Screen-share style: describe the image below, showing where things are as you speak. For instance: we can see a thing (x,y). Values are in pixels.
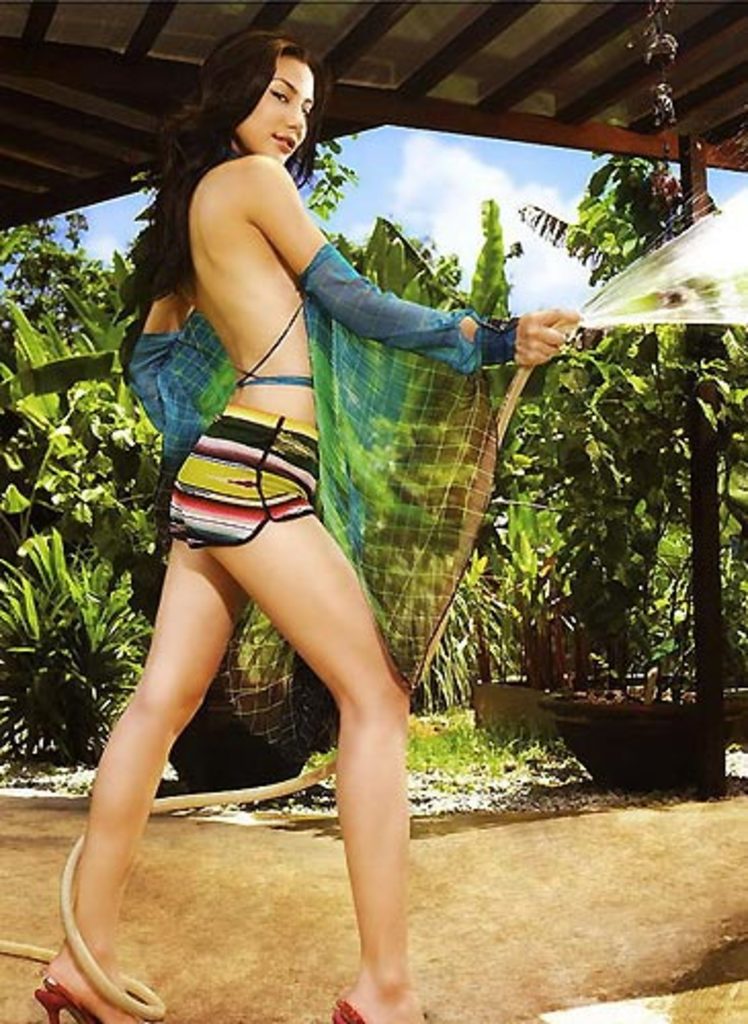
In this image I can see a person (367,472) standing and holding the pipe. Back I can see few trees (512,422) and shed (707,145). The sky (726,185) is in blue and white.
